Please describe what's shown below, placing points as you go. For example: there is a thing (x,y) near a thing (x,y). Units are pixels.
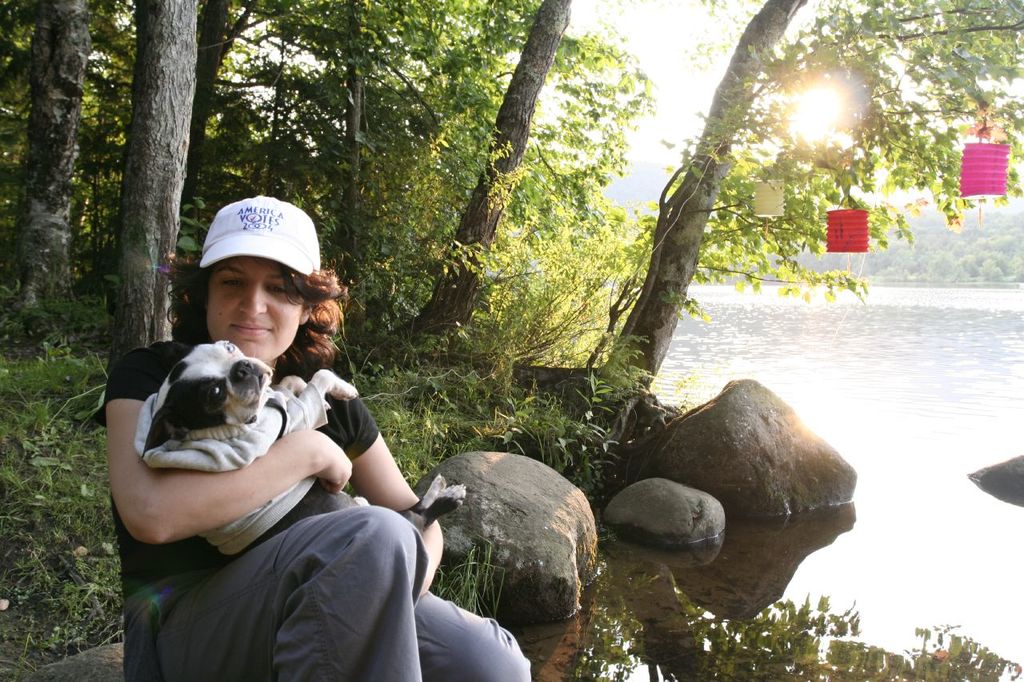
In the picture we can see a woman (485,674) sitting on the rock surface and holding a dog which is white in color with some black color near its eye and woman (467,658) is in black T-shirt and cap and behind her we can see grass plants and trees (378,4) and beside her we can see some rocks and water (948,567) and far away from it we can see some plants (761,265) and sky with sunshine (848,139).
